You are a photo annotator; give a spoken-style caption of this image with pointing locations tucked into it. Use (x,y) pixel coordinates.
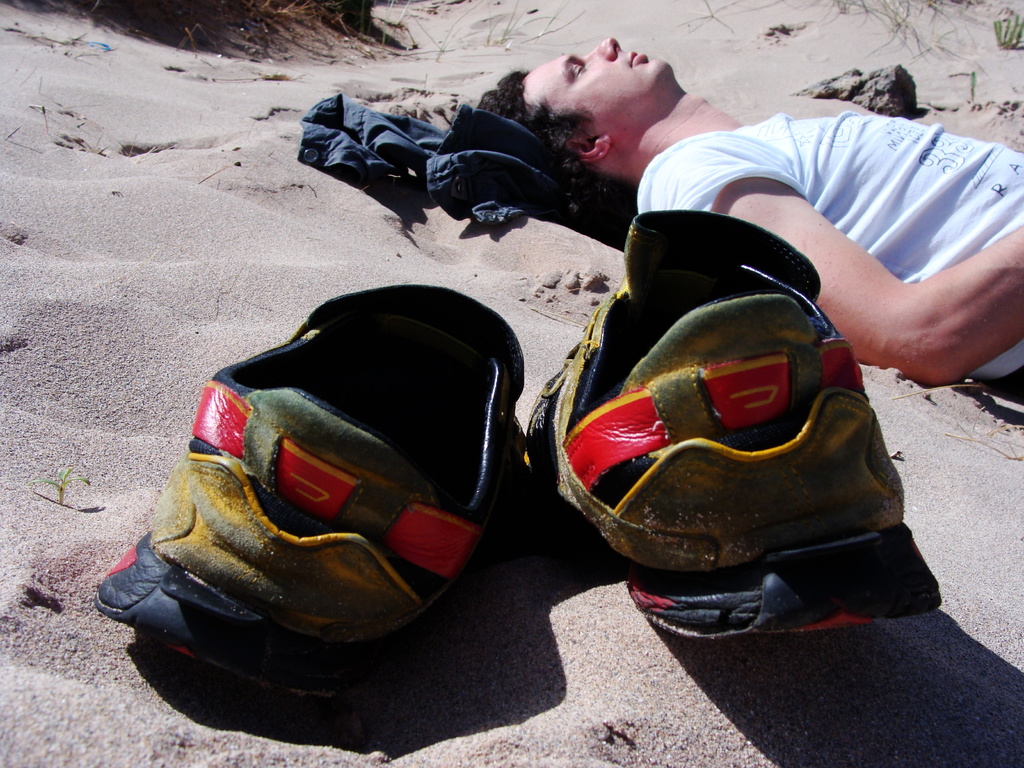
In this picture I can observe a man (731,151) laying on the sand (425,231). In the middle of the picture (406,385) I can observe a pair of shoes (712,510).
